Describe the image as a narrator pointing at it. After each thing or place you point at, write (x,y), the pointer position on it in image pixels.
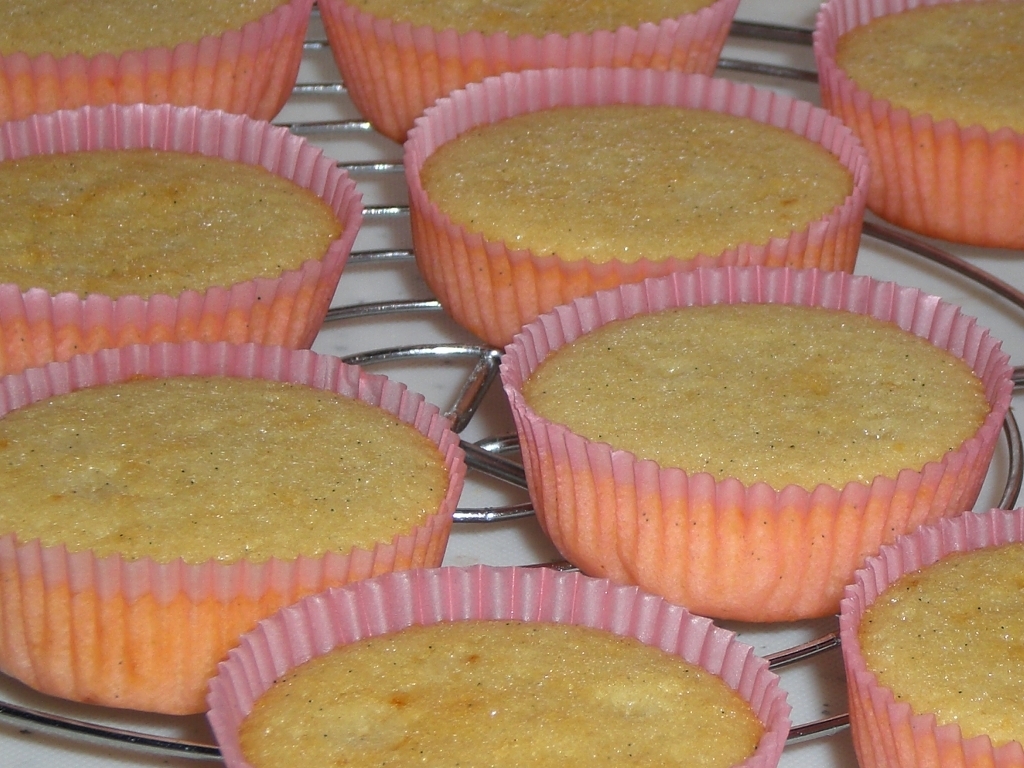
In this image we can see a group of muffins (733,279) placed on the surface (398,144).
